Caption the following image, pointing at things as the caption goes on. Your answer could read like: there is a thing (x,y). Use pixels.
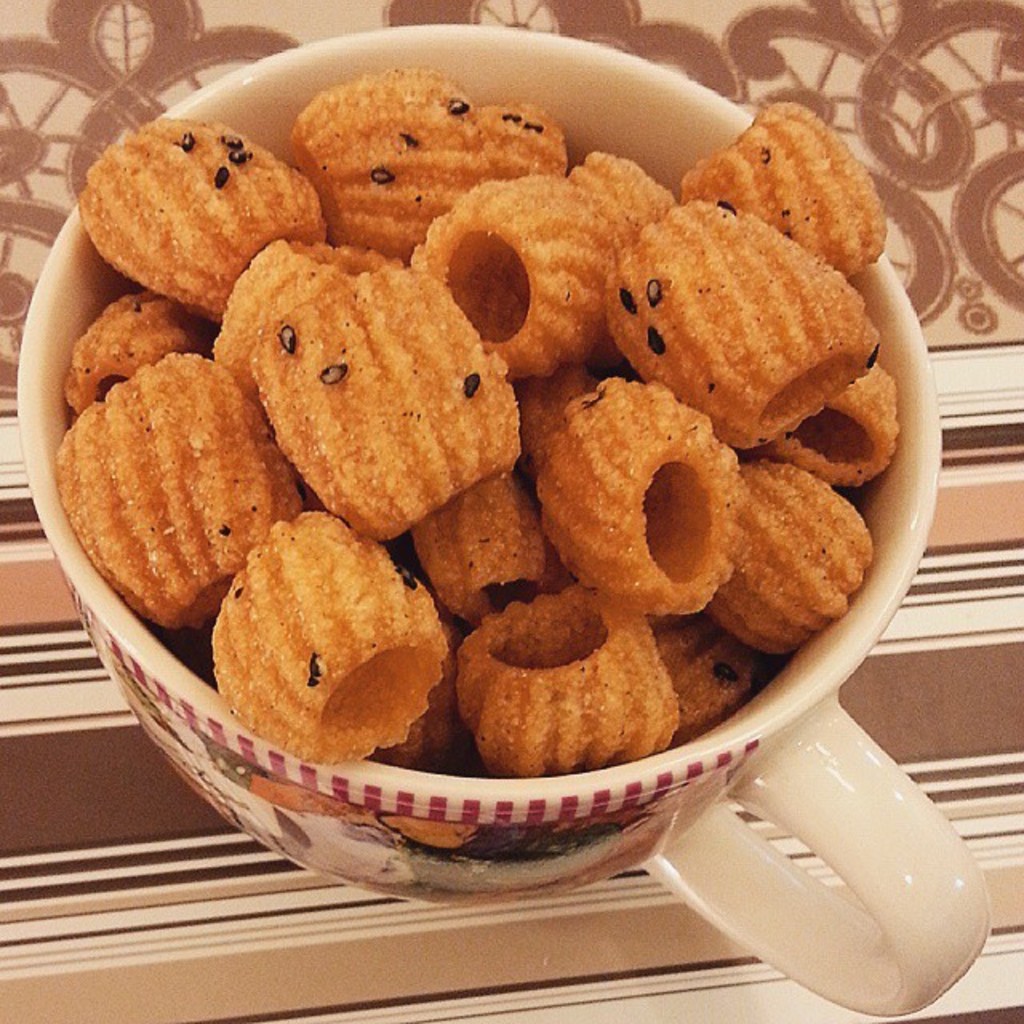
In this picture we can see a cup (798,699) on the surface (55,956) with food (372,520) in it.
